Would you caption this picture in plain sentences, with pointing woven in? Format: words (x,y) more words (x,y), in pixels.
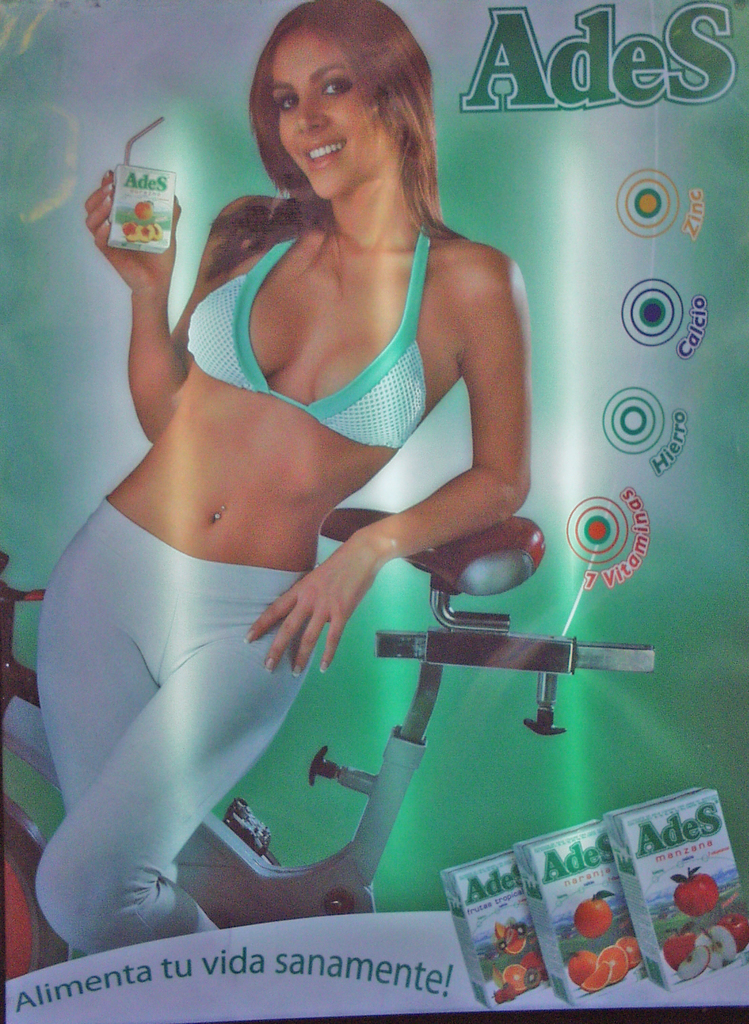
In the image we can see a woman (295,486) in the screen (417,805).
